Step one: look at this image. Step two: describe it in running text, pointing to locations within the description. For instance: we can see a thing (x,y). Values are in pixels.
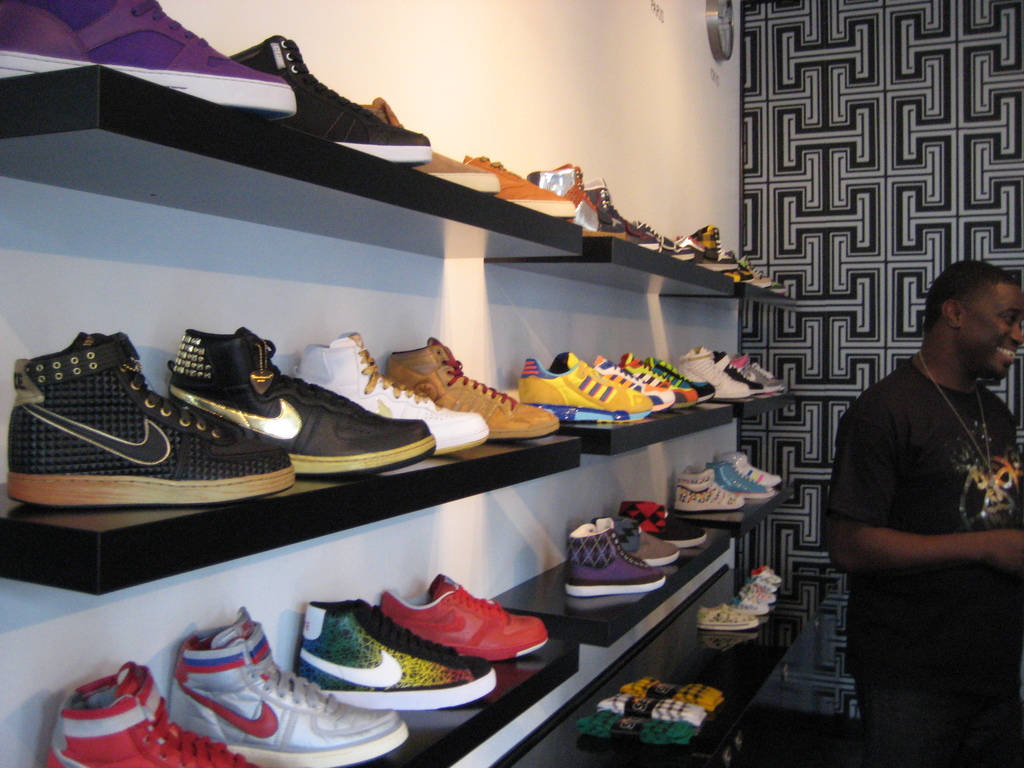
In the foreground (254,219) I can see different types of shoes (704,347) are kept in shelves (685,564) and a person (911,631) is standing on the floor (788,717). In the background (835,637) I can see a wall (544,711) and a clock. This image is taken may be in a shop.
